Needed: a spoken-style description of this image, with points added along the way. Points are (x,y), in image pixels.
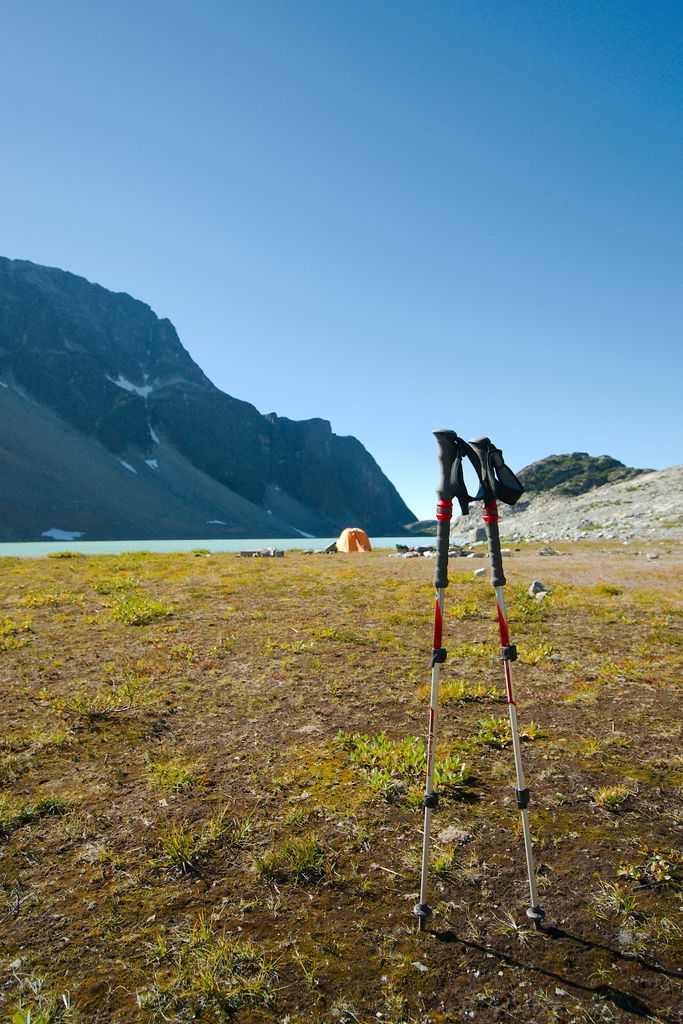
Here there are two sticks (427,841) on the ground (318,892). In the background (136,399) there is a mountain (386,530), water (399,541), an object (358,539) over here at the water (381,541) and sky (347,174).
